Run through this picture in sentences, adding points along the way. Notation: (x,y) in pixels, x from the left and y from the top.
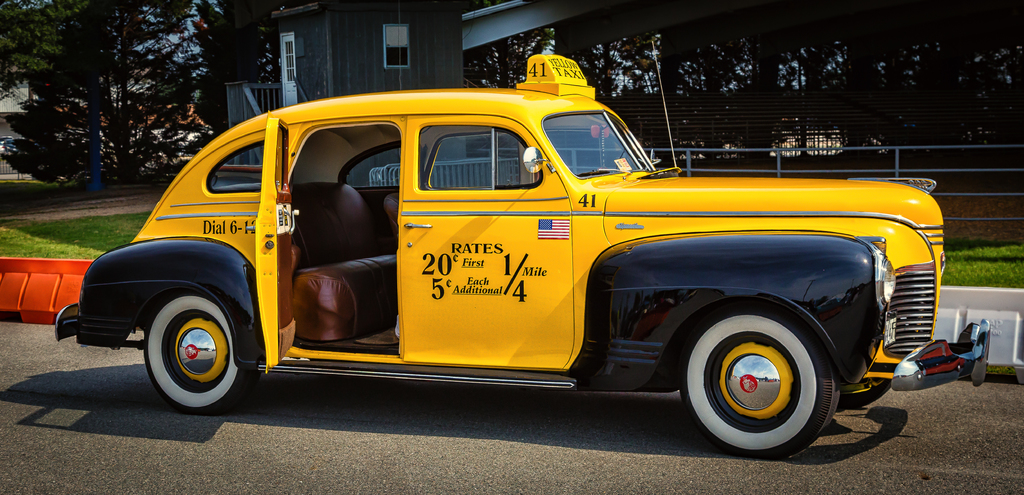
In this image we can see a car (507,121) on the surface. Behind the car (367,177) we can see barriers (28,281), fencing (790,170), buildings (273,92), grass (16,185) and a group of trees (14,60).
